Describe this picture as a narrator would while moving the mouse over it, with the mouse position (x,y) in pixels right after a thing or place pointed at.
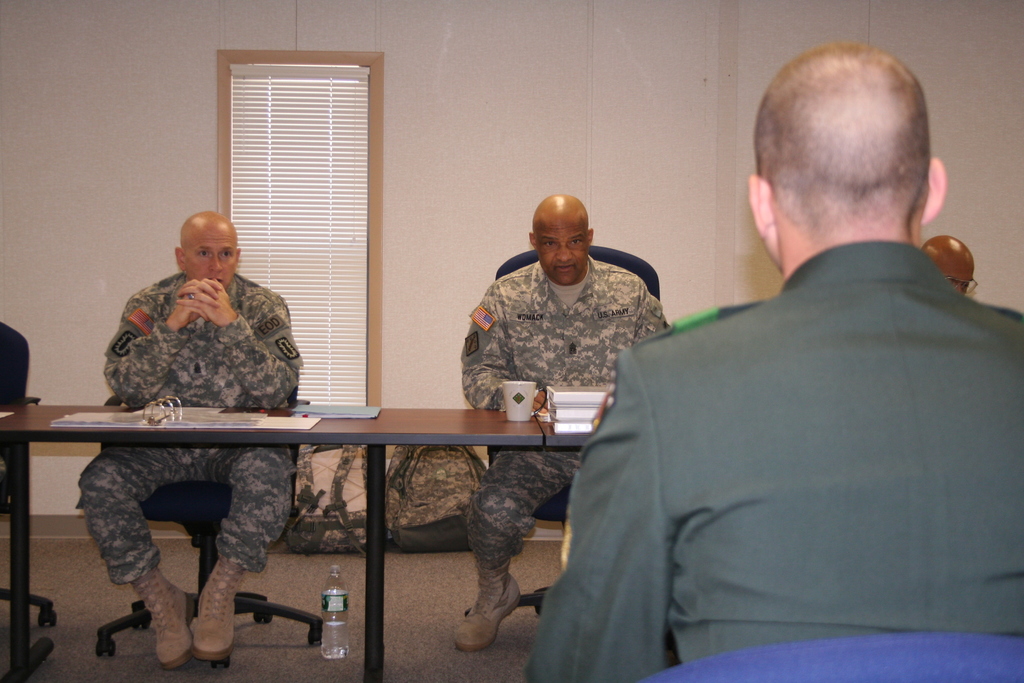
In this picture we can see four persons (643,354) sitting on the chairs (798,675). This is table (403,421). On the table (494,421) there is a cup (529,417). And this is bottle (331,624). On the background (156,112) we can see a wall (519,100) and these are the bags (412,479).
